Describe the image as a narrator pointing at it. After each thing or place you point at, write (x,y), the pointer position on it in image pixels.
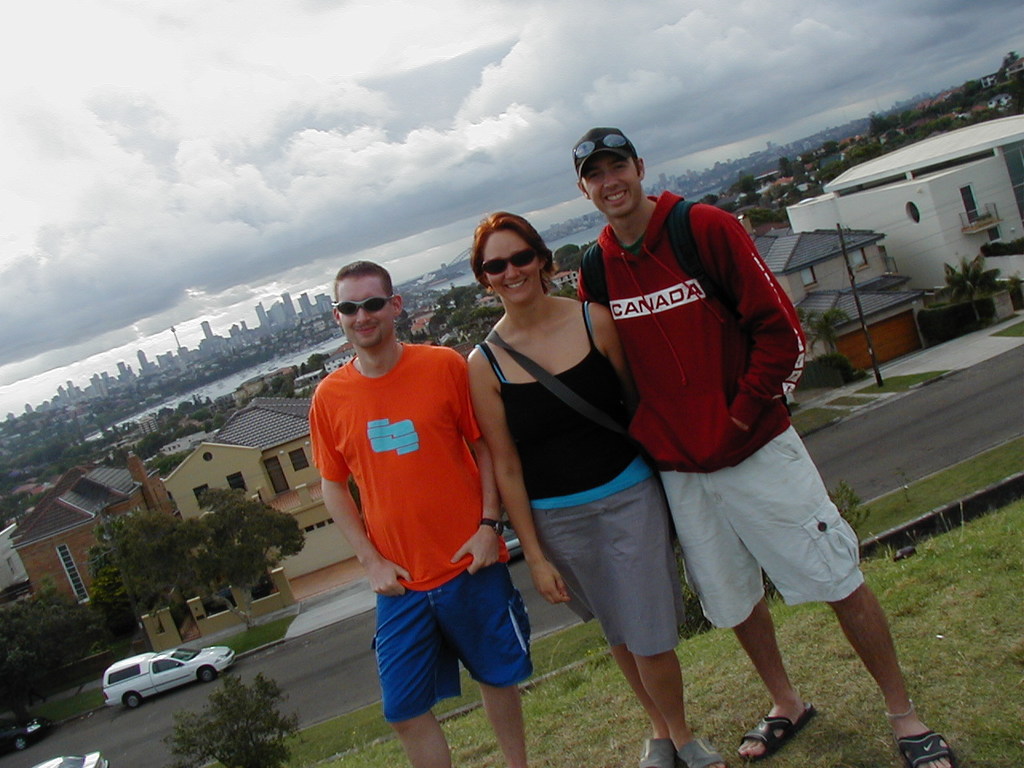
In this picture we can see three people (492,625) wearing goggles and smiling. We can see some grass (831,757) and plants (219,712) on the ground (910,662). There are a few vehicles (134,699) visible on the road (203,695). We can see a few houses (916,238) and other objects (257,385) in the background (31,421). Sky (339,211) is cloudy.
